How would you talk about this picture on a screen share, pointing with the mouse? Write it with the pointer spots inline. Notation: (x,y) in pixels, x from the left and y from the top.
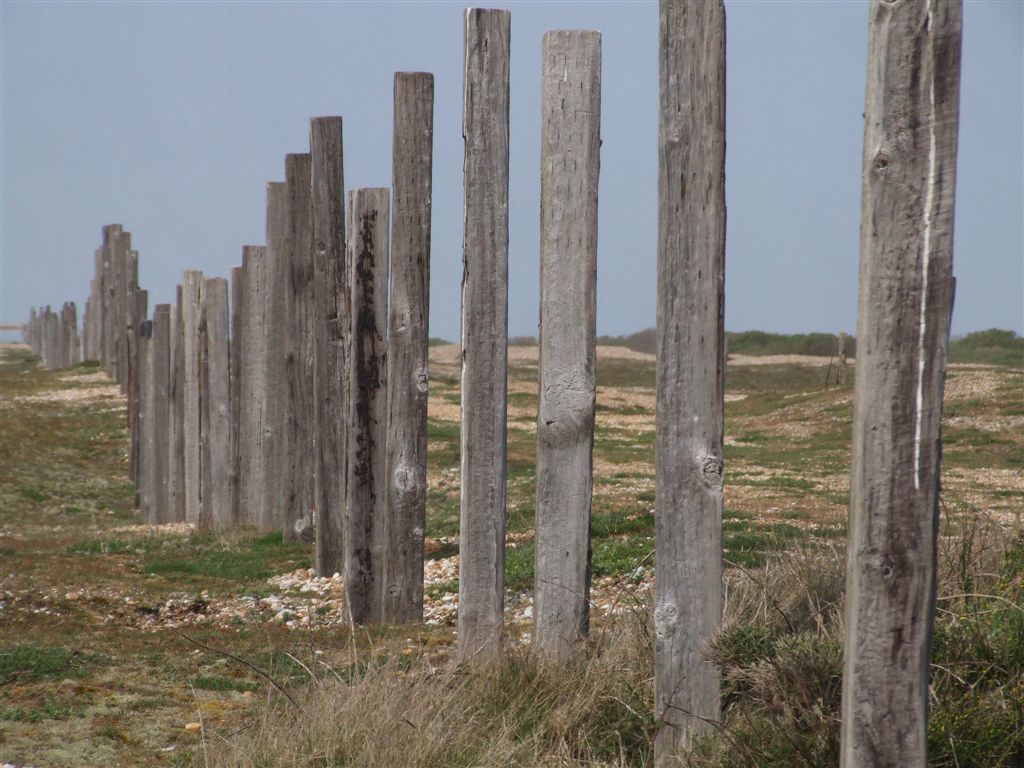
In this image we can see wooden poles (73,355). At the top of the image (404,39), we can see the sky (535,39). At the bottom of the image (627,736), we can see the grass (561,728). In the background (510,457), we can see land (753,423) with some grass (632,368).
